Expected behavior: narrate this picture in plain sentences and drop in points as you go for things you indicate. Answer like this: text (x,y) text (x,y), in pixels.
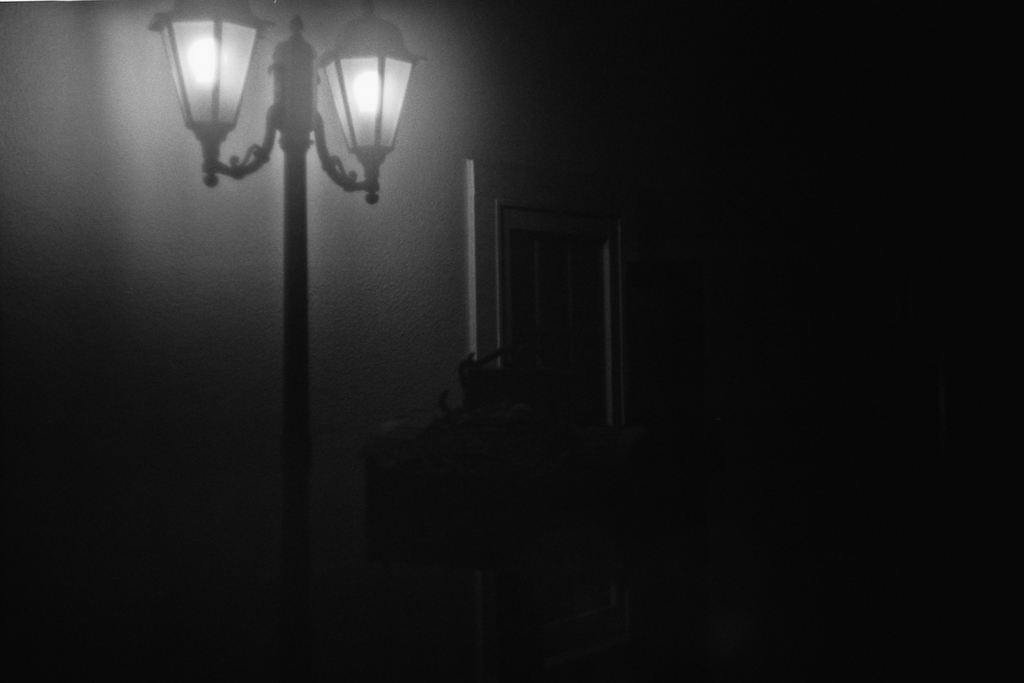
In this image we can see a lamp (287,198), there is a window (565,272), the background (251,237) is dark.
